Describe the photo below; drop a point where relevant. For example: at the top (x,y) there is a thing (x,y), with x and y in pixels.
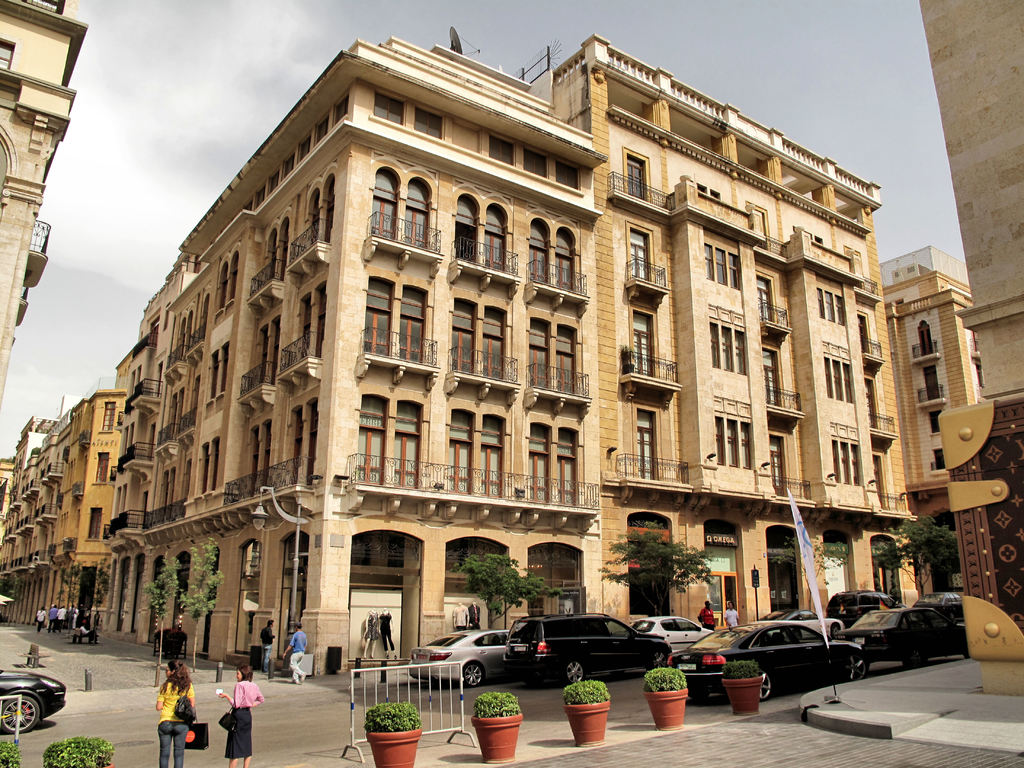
In this picture I can see many buildings (485,381). At the bottom (572,619) I can see the cars (730,631) which are running on the road (819,684). In the bottom left corner (248,698) there are two women (184,746) were standing near to the pots (399,735), plants (53,749) and fencing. In front of her there are some persons (294,644) were standing near to the street light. At the top (743,19) I can see the sky (650,5) and clouds (722,24).
